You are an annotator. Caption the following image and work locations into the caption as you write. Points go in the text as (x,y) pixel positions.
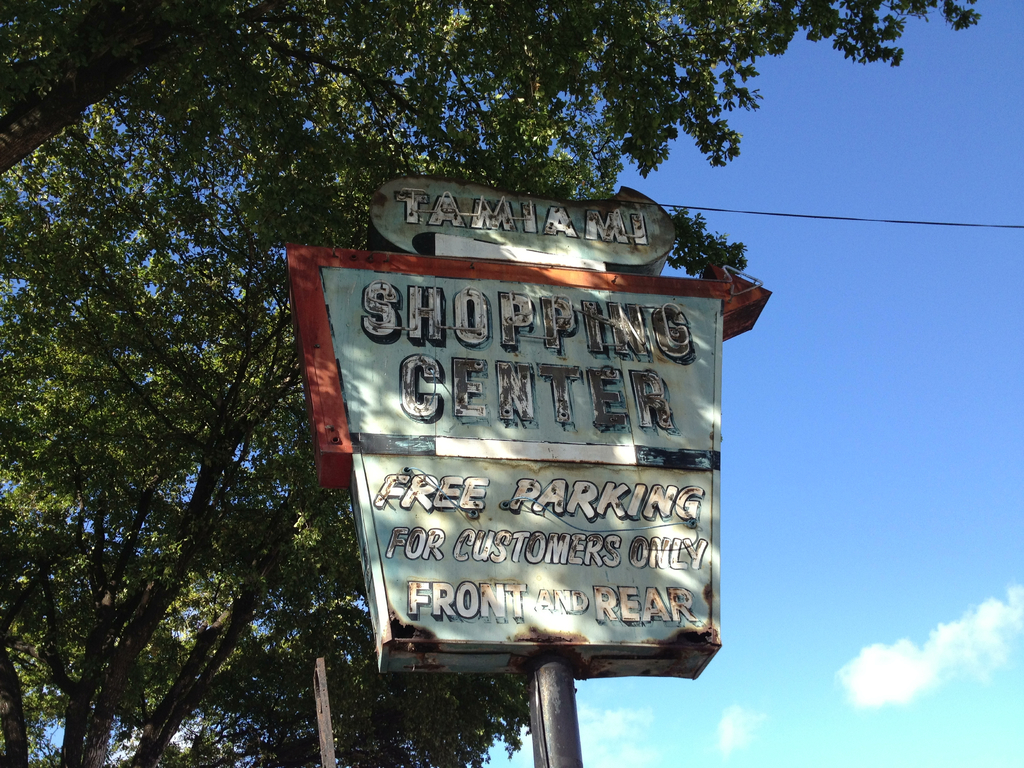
In this image there is a sign board (510,609), on that board (388,486) there is some text (474,600), in the background (312,122) there are trees (287,605) and the sky (853,468).
